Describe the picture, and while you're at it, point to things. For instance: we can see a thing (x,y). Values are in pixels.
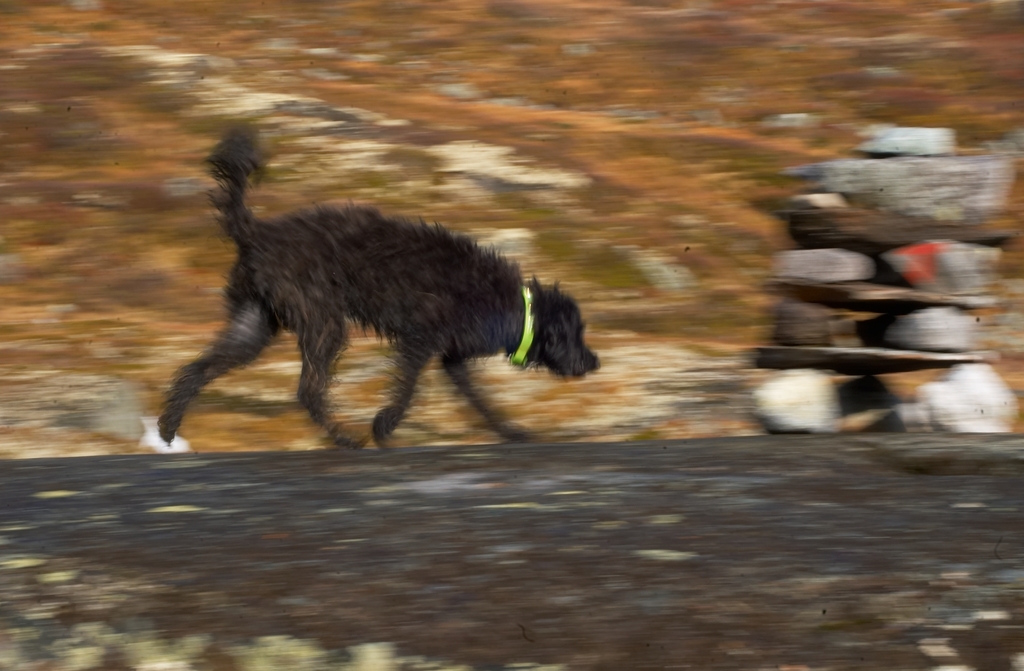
In this picture there is a dog (342,315) running and there are few rocks (829,369) placed on top of each other and there are some other objects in the background (319,63).
